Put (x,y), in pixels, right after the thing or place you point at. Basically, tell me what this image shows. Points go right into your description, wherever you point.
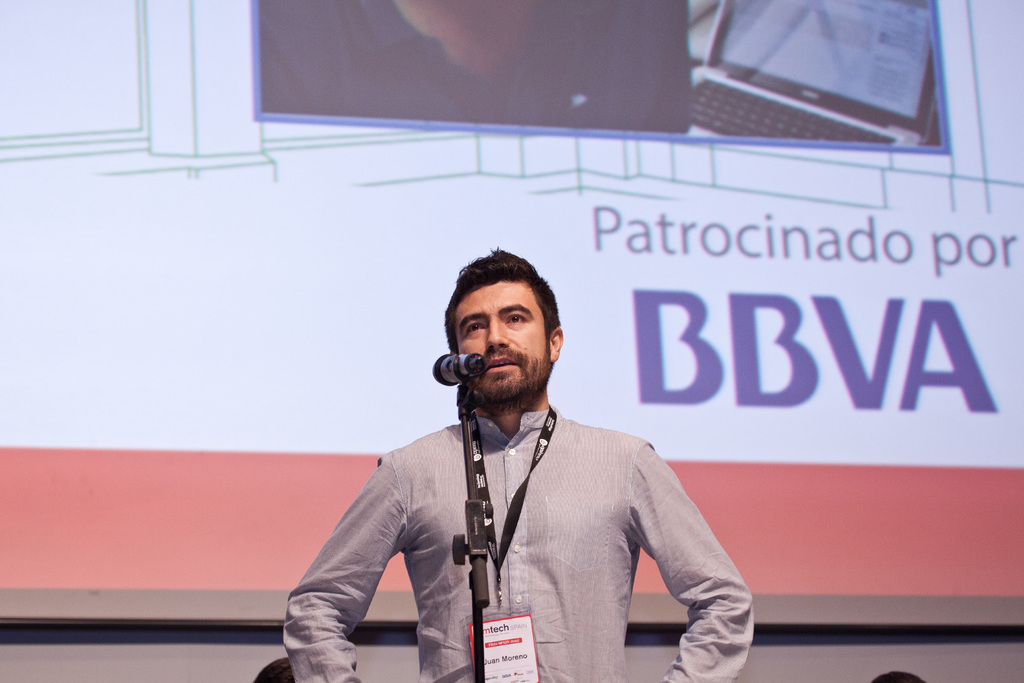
In this image there is a mike (470,357), behind the mike (477,662) there is a person (535,496) standing, wearing shirt (465,474), and an id tag (501,631), in the background (28,567) there is a screen (1005,505) on that screen (57,186) there is some text (744,296) and pictures (658,103).
